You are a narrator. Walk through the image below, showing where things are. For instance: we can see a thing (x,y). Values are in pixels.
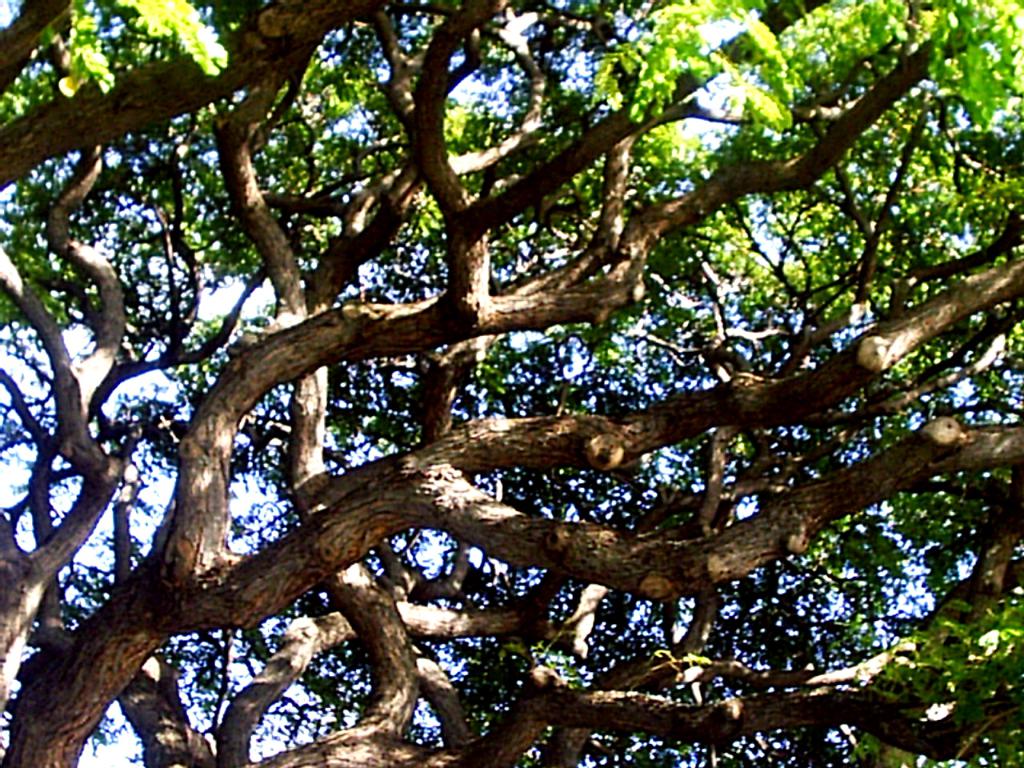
There is a tree (304,356) all over the picture and we can observe some branches (456,366) here. In between the branches (772,406) we can see the sky (220,304) in the background (151,385).
